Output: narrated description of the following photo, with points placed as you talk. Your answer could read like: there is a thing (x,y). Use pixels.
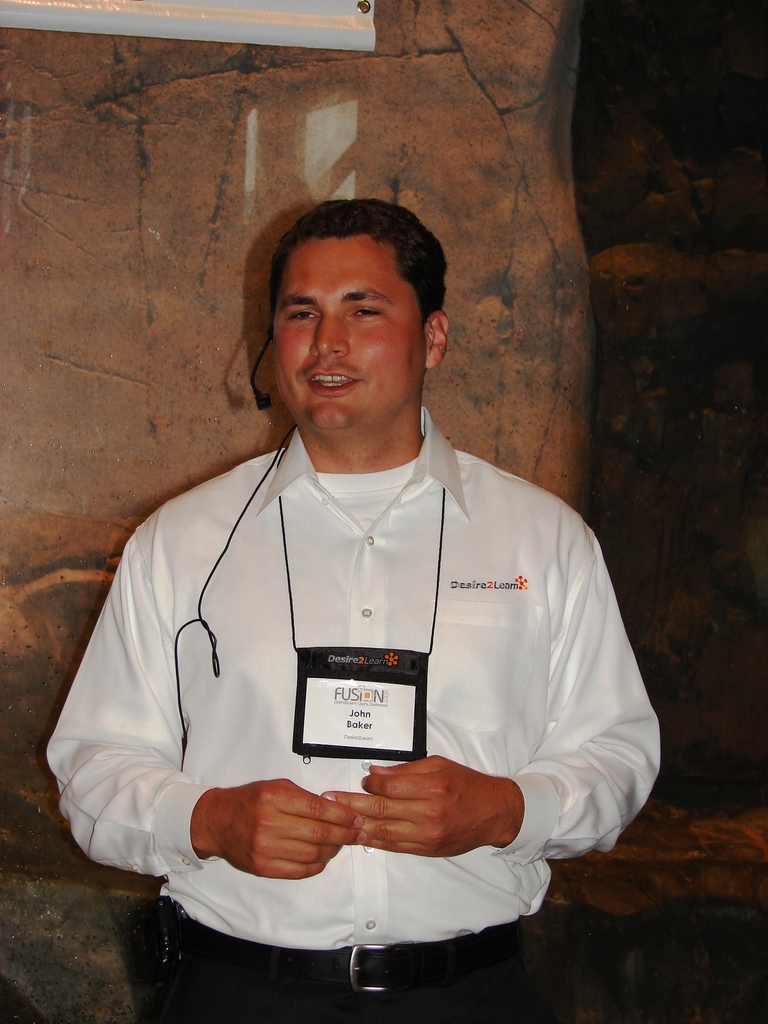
In this image we can see a man (433,862) and there is a tag (350,688) on his neck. In the background (248,188) we can see rocks (443,240) and an object (300,37) at the top (300,37).
